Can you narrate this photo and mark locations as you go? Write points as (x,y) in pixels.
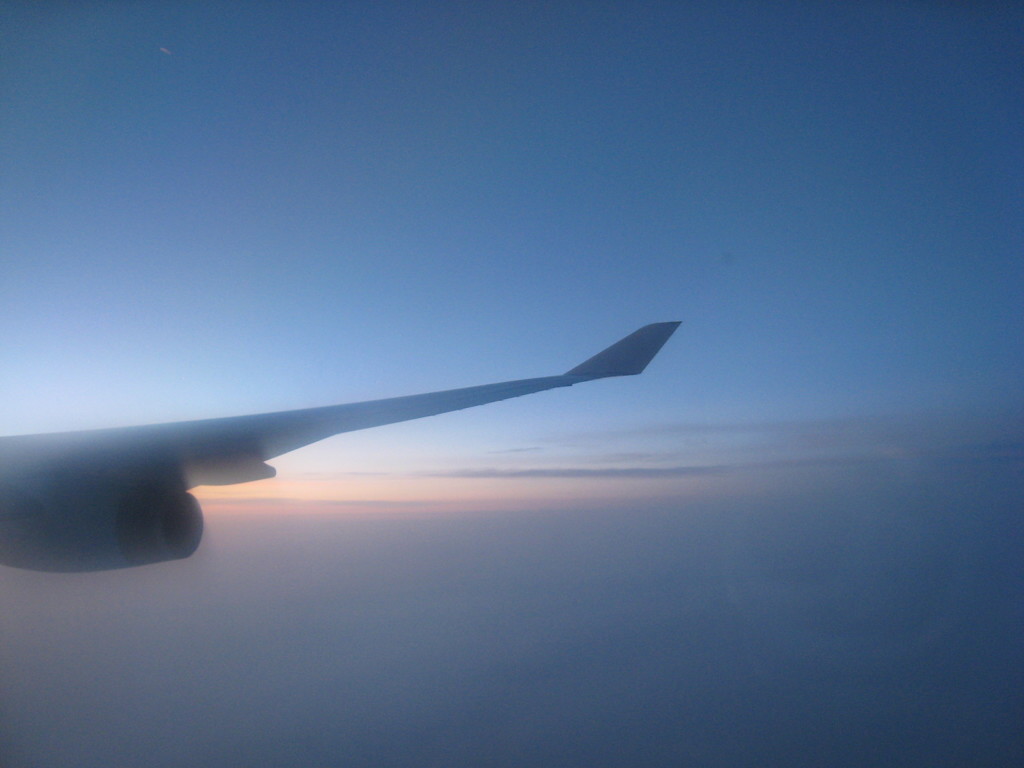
In this image, there is a flight wing (142,463) on the blue background.
